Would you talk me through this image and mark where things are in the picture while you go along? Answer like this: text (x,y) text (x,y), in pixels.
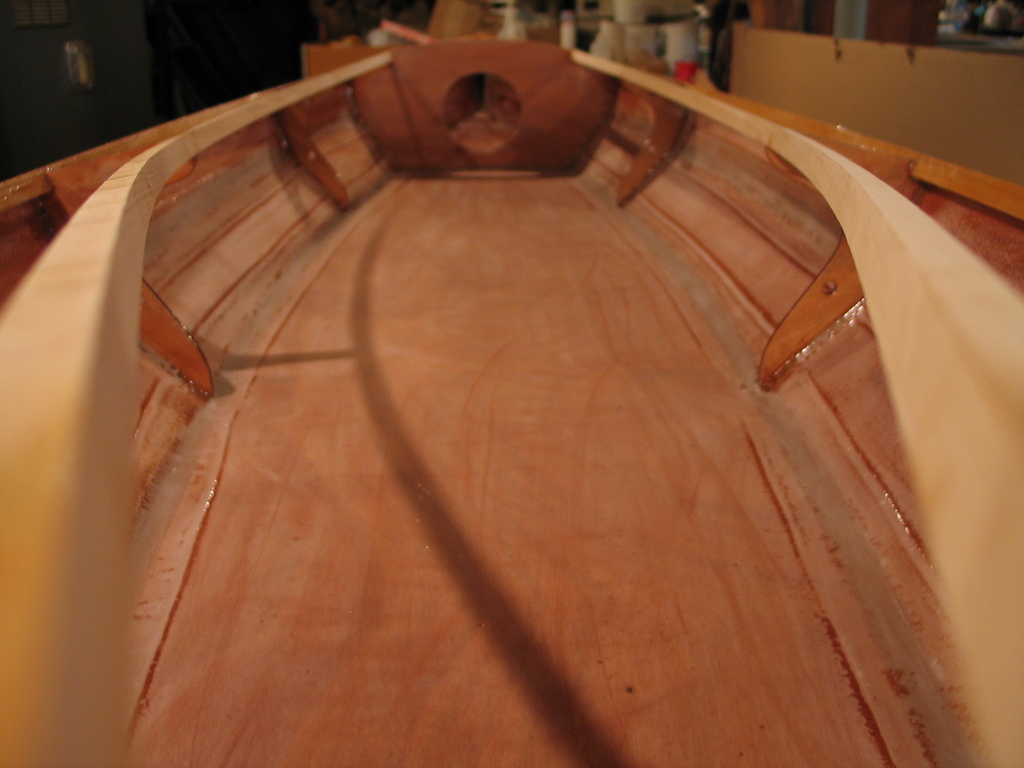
In the center of the image (553,400) a boat (499,477) is present.
